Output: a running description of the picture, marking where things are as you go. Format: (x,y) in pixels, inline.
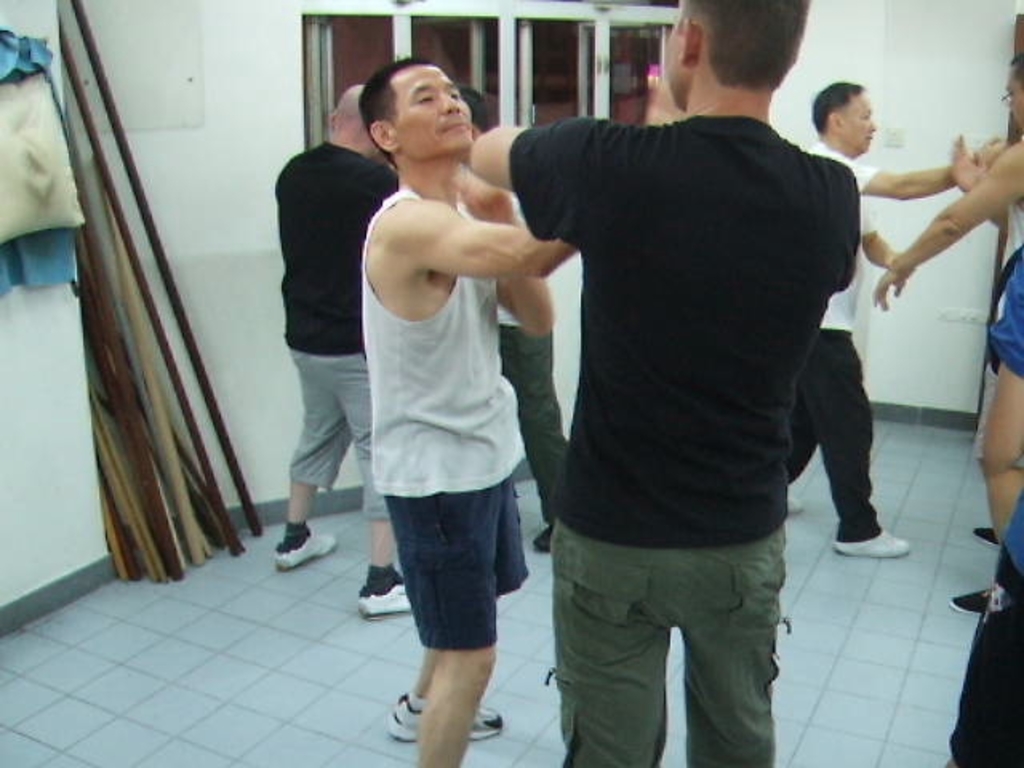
In the picture we can see a house (381,623) inside we can see some people (752,762) are practicing martial arts and in the background (153,8), we can see a wall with a window (328,62) and beside it we can see some sticks (162,337) are placed.
